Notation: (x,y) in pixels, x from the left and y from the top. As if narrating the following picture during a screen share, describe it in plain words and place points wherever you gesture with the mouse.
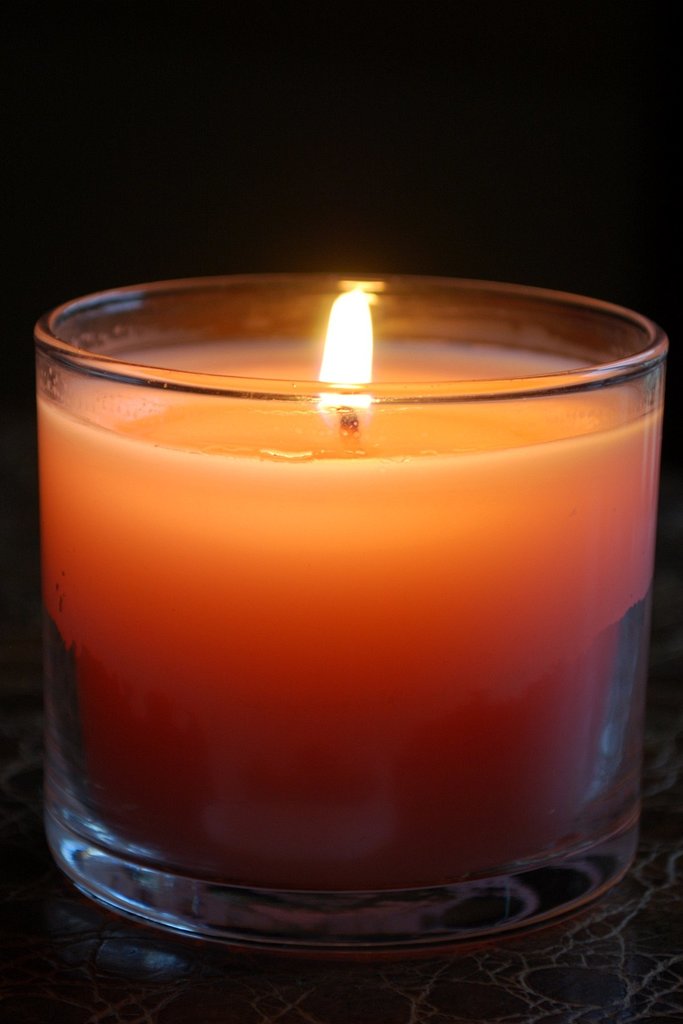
In this image we can see one glass candle (122,711) on the surface (93,952).
